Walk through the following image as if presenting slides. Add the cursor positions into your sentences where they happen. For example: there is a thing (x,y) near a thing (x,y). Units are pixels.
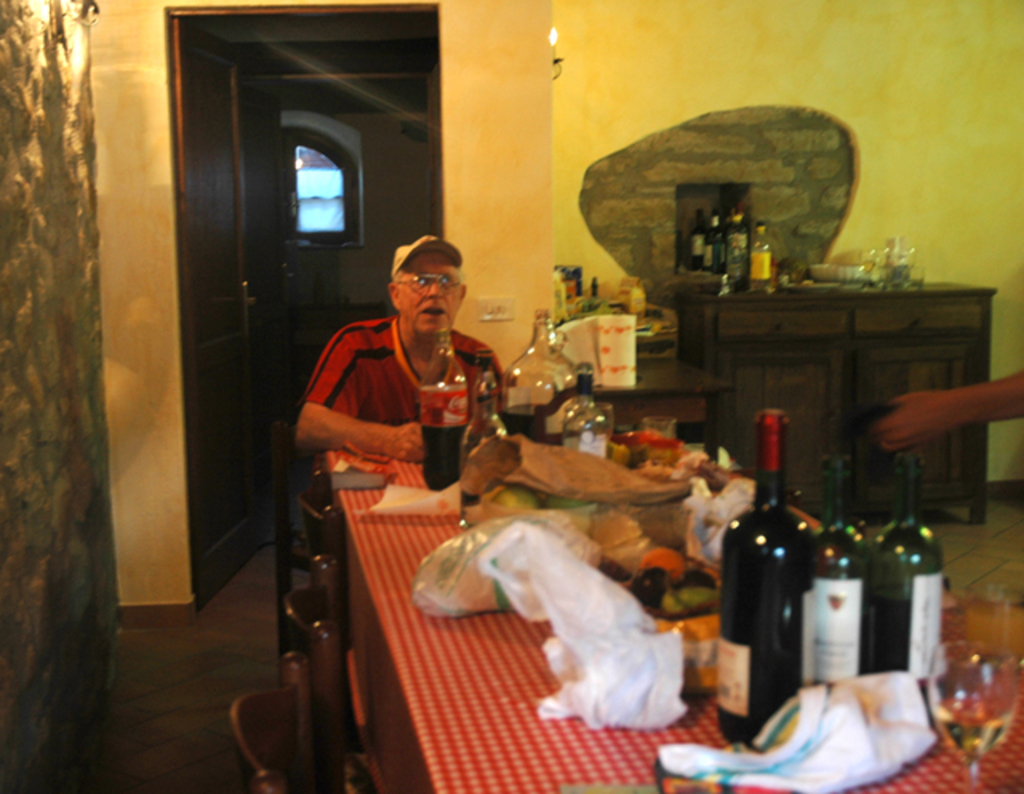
In this image I see a man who is in front of a table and there are lot of bottles (587,456) and other things (727,754) on it. In the background (859,489) I see the wall (591,259) and a drawer (832,440) over here and there are few bottles (733,290) on it too.
